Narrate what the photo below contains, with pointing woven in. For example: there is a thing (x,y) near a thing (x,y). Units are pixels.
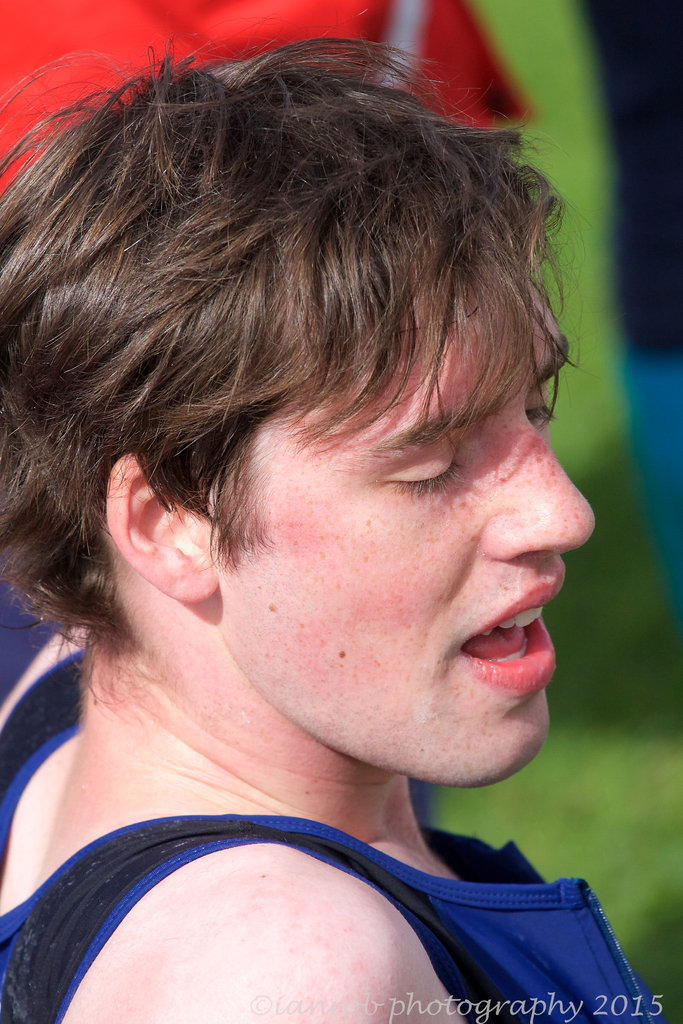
In this image I can see a person (321,606). There is a blur background (664,230) and at the bottom of the image (478,999) there is a watermark (480,1012).
